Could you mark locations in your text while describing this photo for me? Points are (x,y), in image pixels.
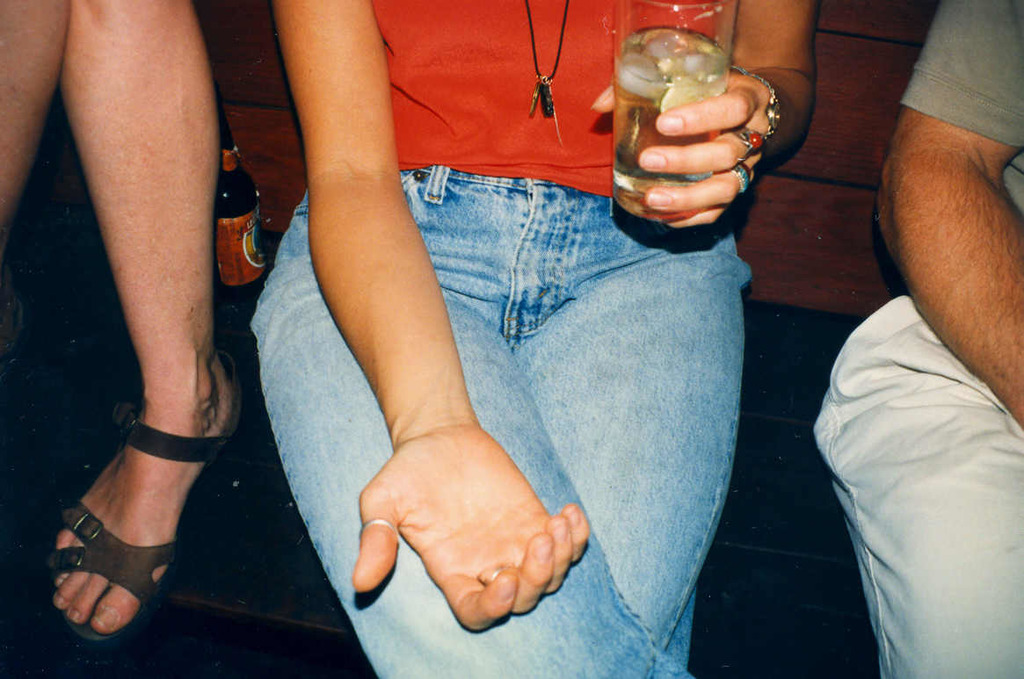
In the image there is a person (518,126) with an orange top (558,107) and blue jeans (517,213) is sitting and holding the glass (662,175) with liquid (659,86) in the hand (675,167). On the right side of the image (905,149) there is a person (893,379) sitting. On the left side of the image (160,220) there are person legs (161,505) with footwear (119,545). Behind the leg (179,172) there is a bottle (248,280).
